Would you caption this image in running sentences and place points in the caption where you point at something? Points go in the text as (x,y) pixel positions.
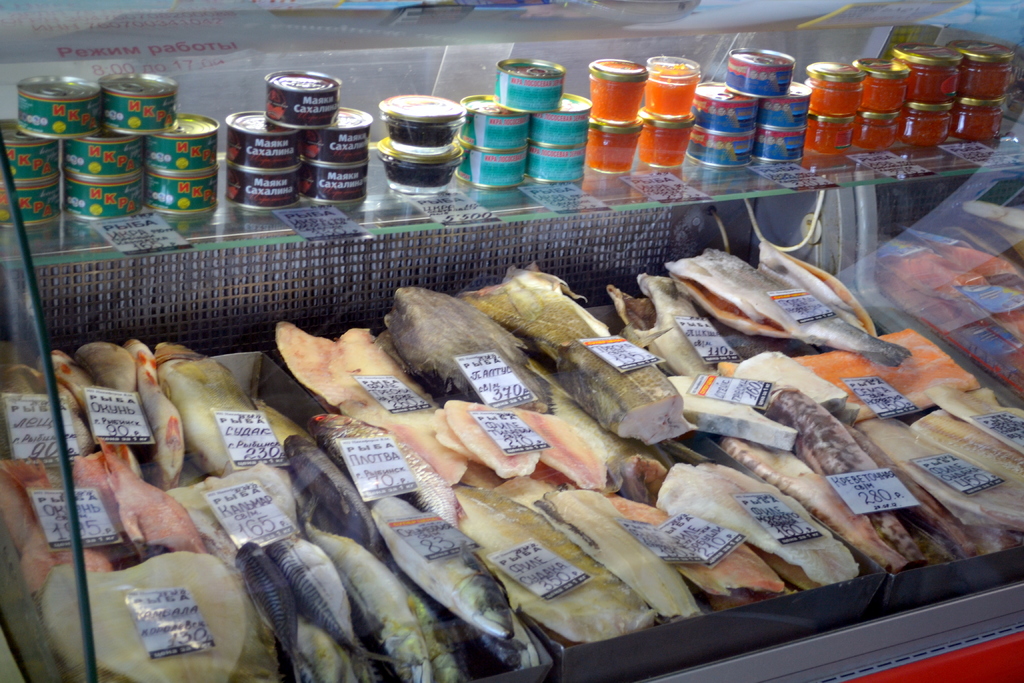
In this image, we can see fish (415,356), meat (932,352) and cards (254,454) on the trays (22,592). Top of the image (108,187), we can see containers (460,167) and cards (575,187) are on the glass rack (603,173). Here we can see wires (724,238) and glass object (6,574).
